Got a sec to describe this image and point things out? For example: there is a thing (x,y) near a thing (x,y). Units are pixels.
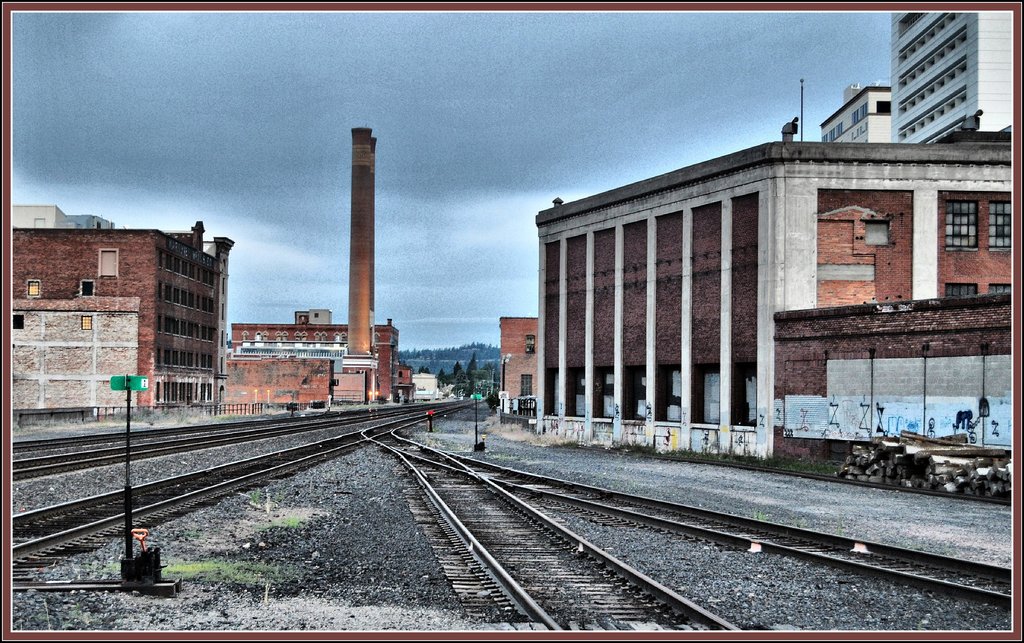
In the picture we can see some railway tracks (613,607) and in the middle of the tracks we can see stones (279,513) and we can see some poles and on the either sides of the tracks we can see some buildings (282,379) and in the background (457,383) we can see some trees (454,374) and sky (467,168) with clouds (417,156).
